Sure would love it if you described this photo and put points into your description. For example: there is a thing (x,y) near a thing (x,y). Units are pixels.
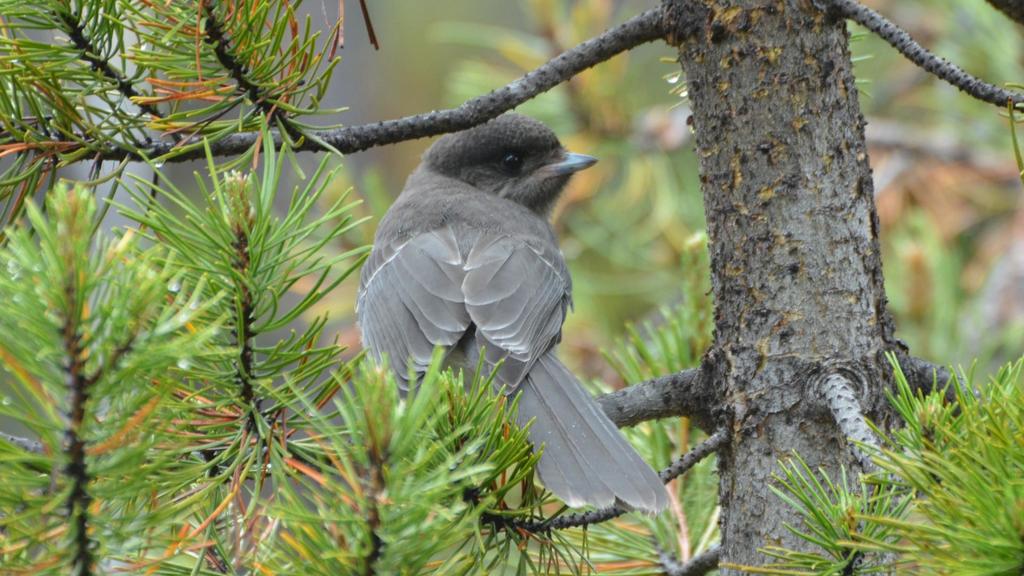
This picture is taken from the outside of the city. In this image, in the middle (461,237), we can see a bird (487,202) standing on the tree stem (634,397). On the left side (194,322), we can see some trees (132,402). On the right corner (1003,456), we can also see some trees (973,483). On the right side (869,354), we can also see a wooden trunk (830,92). In the background (633,81), we can see green color.
